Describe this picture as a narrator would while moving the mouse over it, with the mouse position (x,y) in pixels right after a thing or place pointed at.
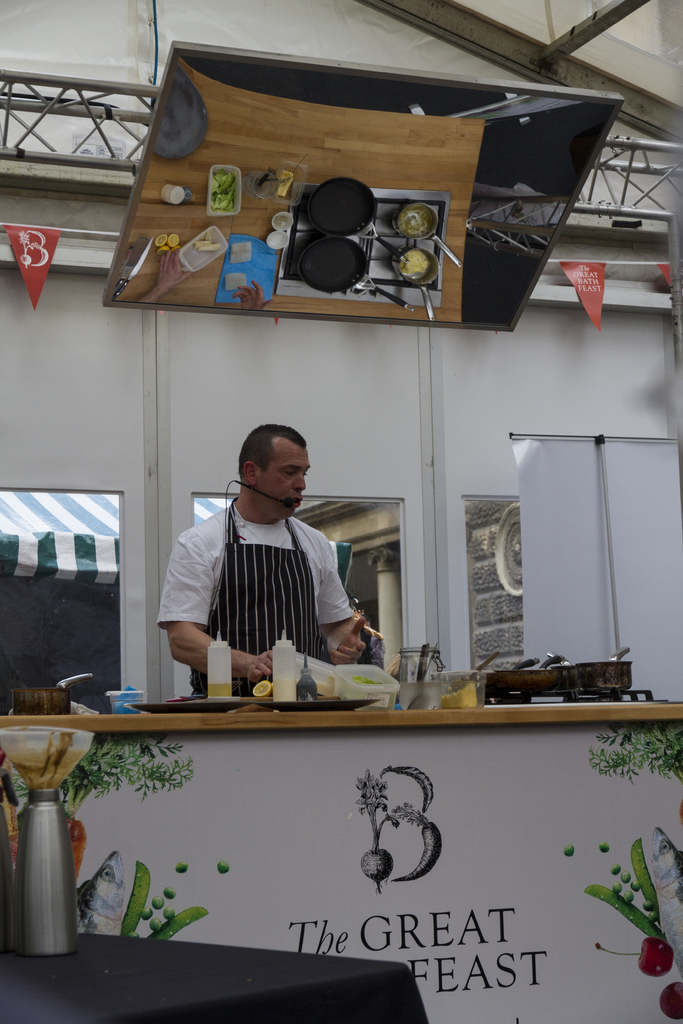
In the center of the image (249,621) we can see a man (268,605) standing. He is wearing an apron (243,583), before him there is a table (382,837) and we can see a stove (534,695), vessels (533,685), bottles (215,690), boxes (350,697) and a pan (28,704) placed on the table (565,892). On the left (11,886) we can see bottles (35,926) placed on the stand (181,955). In the background (409,253) there is a wall (282,379), windows (468,549) and a mirror (340,211).
